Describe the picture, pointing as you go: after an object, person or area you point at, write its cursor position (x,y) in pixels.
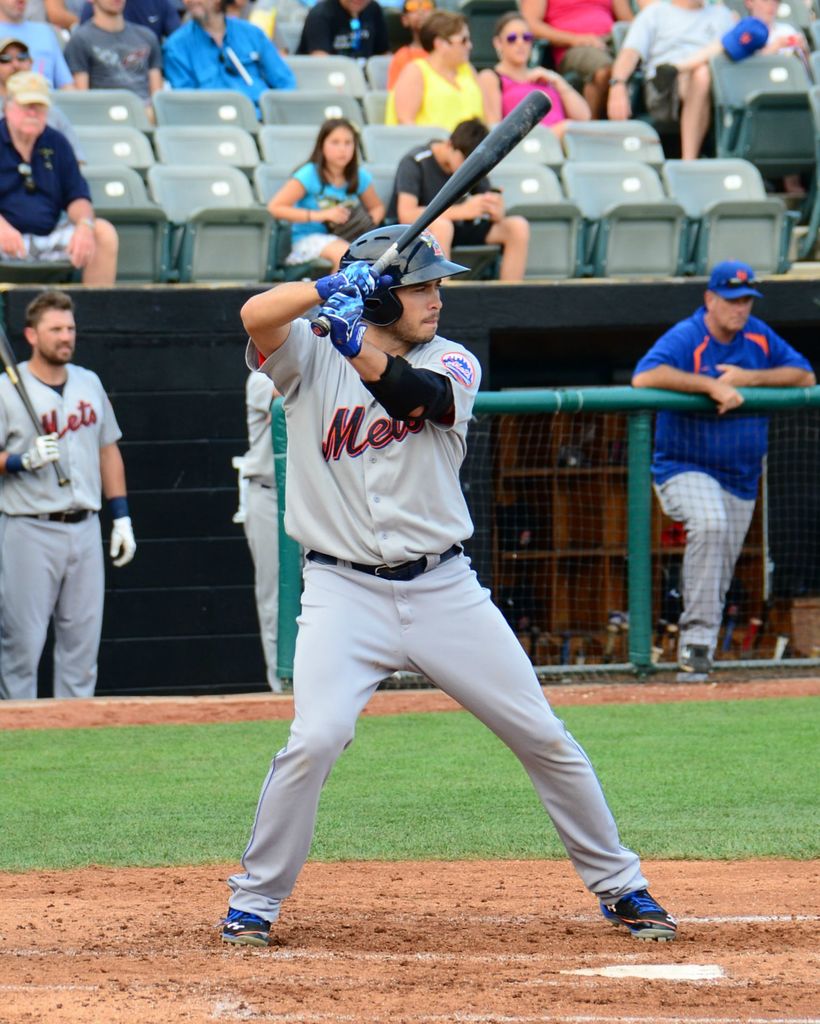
This image consists of a man (318,597) wearing white dress (390,587) and playing baseball. In the background (128,35), there are many people (128,35) sitting in the chairs (791,215). At the bottom (383,915), there is ground (330,910).
